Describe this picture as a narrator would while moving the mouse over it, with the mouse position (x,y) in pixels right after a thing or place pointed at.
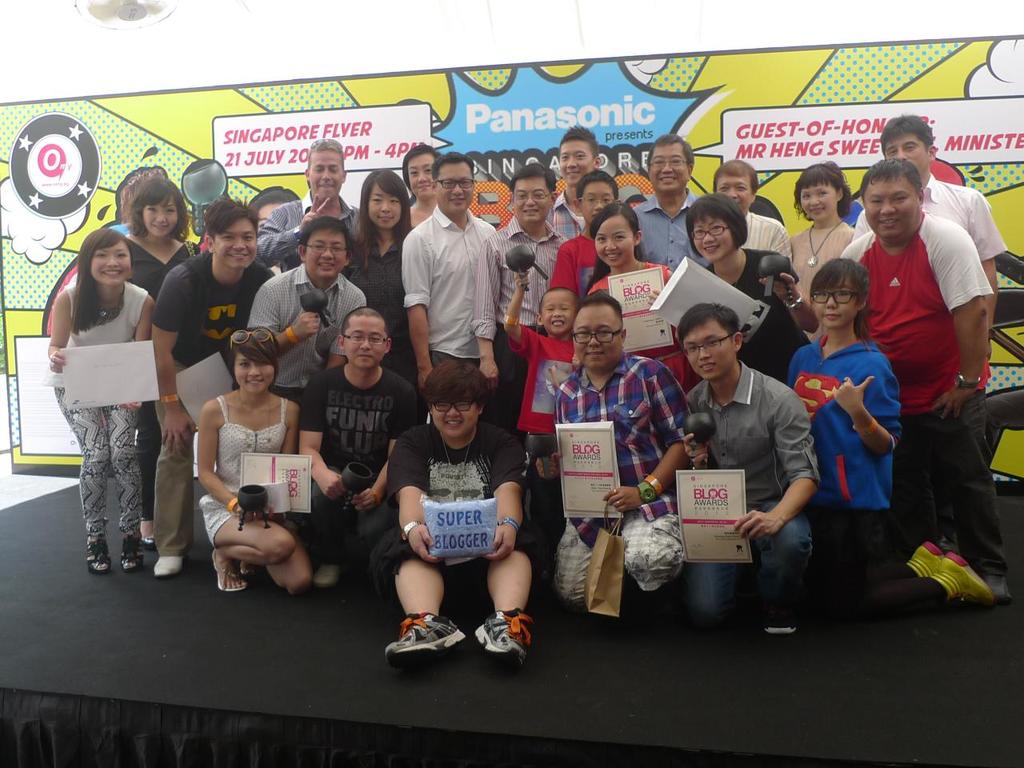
In this picture we can see a group of people (339,367) on the stage (540,606) and in the background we can see a poster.
